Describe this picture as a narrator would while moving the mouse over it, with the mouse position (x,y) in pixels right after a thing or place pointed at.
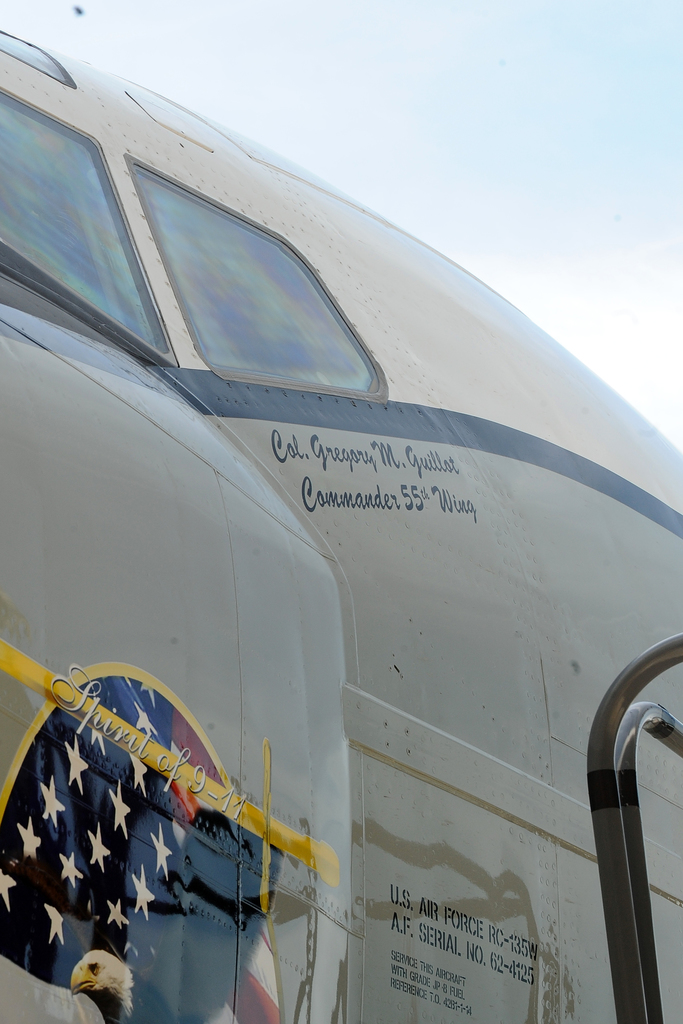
It seems like a zoom-in picture of an airplane (301,581) and the sky (404,113) is in the background (519,167).
